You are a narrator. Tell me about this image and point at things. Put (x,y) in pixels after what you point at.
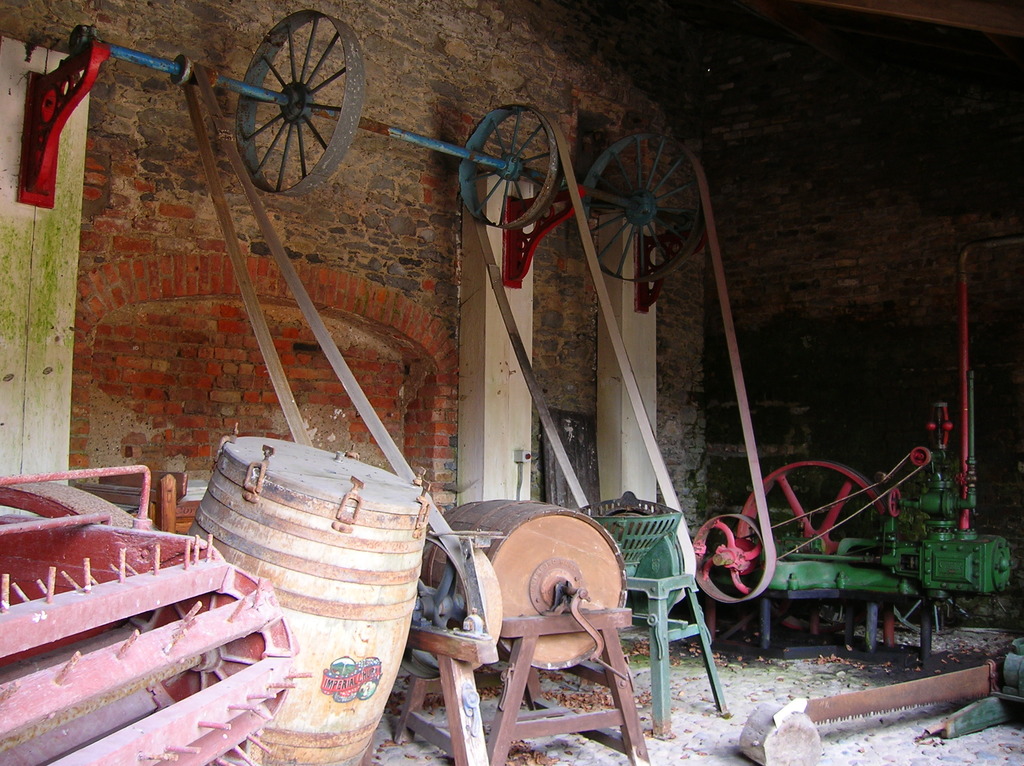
In this image there are few machines (654,620) on the floor (824,725). Left side (268,650) there is a machine (79,680), beside there is a wine drum (306,629). Machines (627,561) are having belts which are hanged the rod (234,85) which is fixed to the wall (214,254). Rod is having few wheels (514,136) attached to it. Background (431,188) there is a brick wall (738,121).
